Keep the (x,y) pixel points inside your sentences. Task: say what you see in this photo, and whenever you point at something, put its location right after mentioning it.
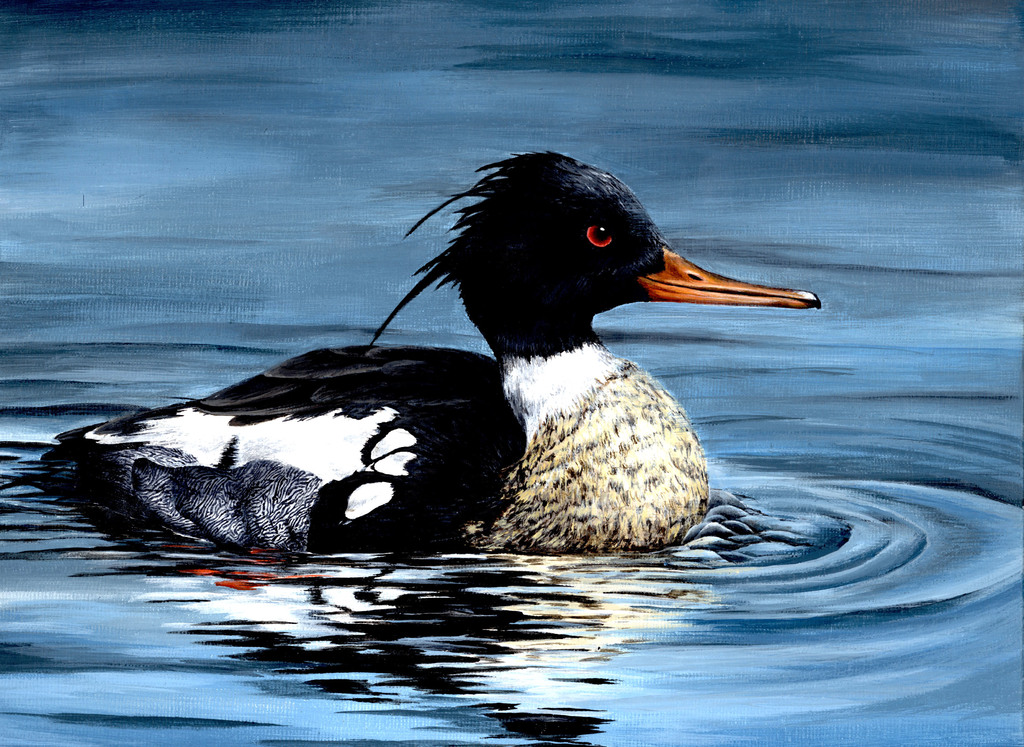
This looks like a painting. I can see a duck (619,245) in the water (663,554). These water (820,181) look blue in color.
